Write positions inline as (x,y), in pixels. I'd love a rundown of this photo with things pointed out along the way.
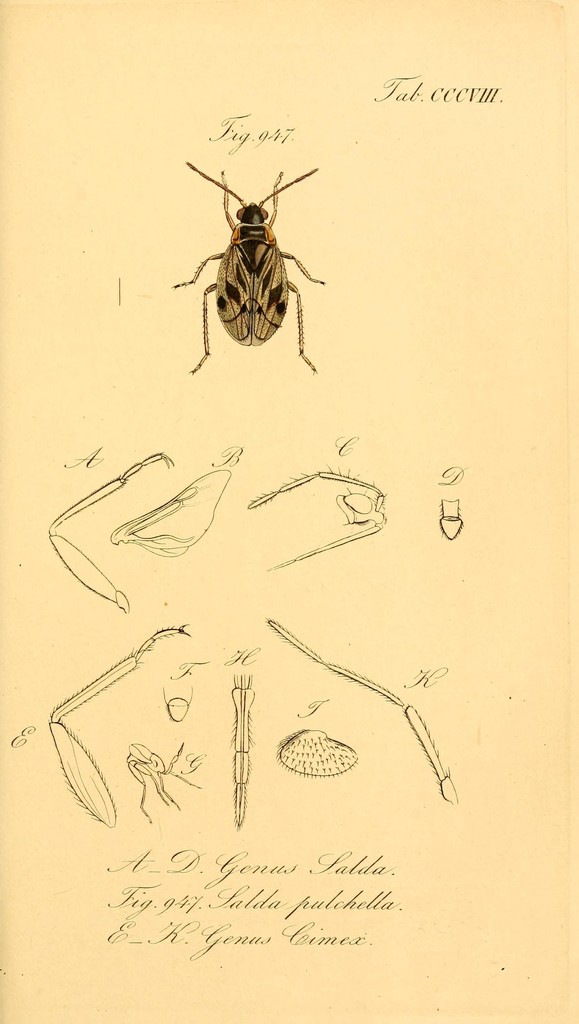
In this picture we can see an insect (270,337) and its parts (240,808).
